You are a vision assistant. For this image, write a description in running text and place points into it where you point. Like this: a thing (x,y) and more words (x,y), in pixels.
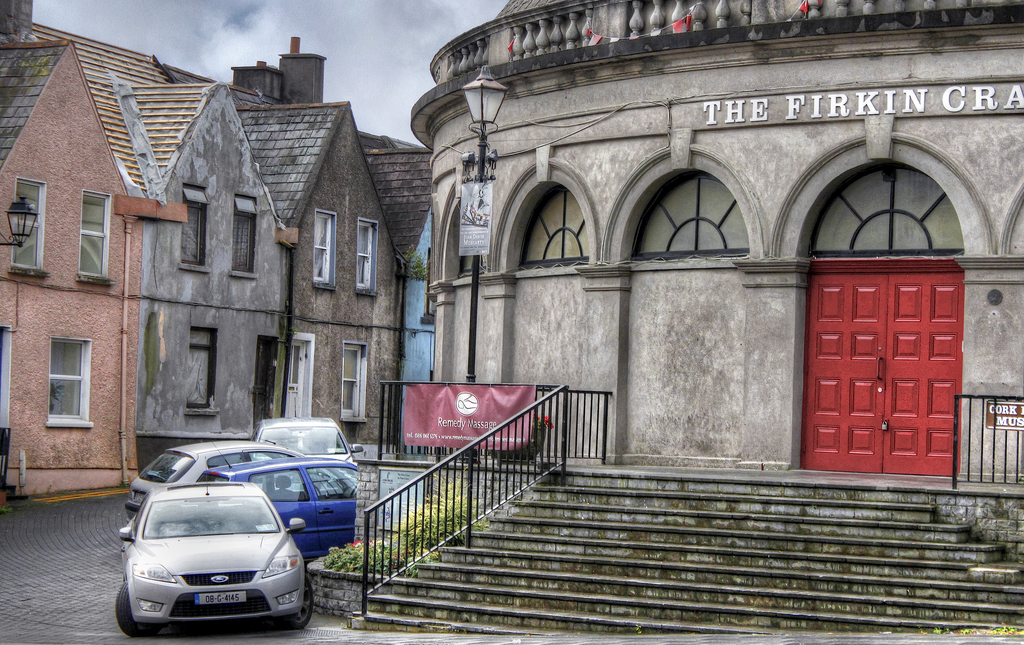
In this image I can see a car (184,548) which is silver in color and a car (320,492) which is blue in color and few other cars (195,466) on the road (110,635). I can see few stairs (636,578), the railing (517,430), a red colored banner (469,406) and a red colored door (889,388) to the building (637,284). I can see few buildings (392,216) and a street light pole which is black in color. In the background (374,105) I can see the sky (396,65).
